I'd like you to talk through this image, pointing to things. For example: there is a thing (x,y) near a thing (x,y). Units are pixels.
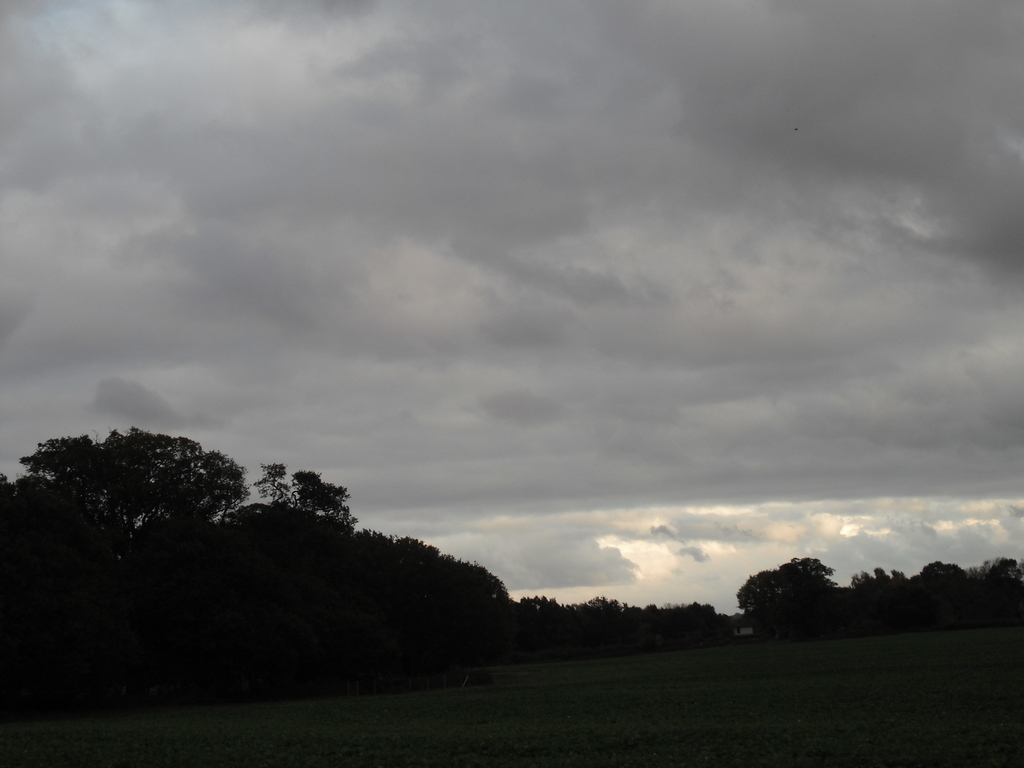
In this image I can see the ground (658,725). To the side of the ground (625,748) there are many trees (401,621). In the background (495,308) I can see the clouds (527,246) and the sky (553,422).
